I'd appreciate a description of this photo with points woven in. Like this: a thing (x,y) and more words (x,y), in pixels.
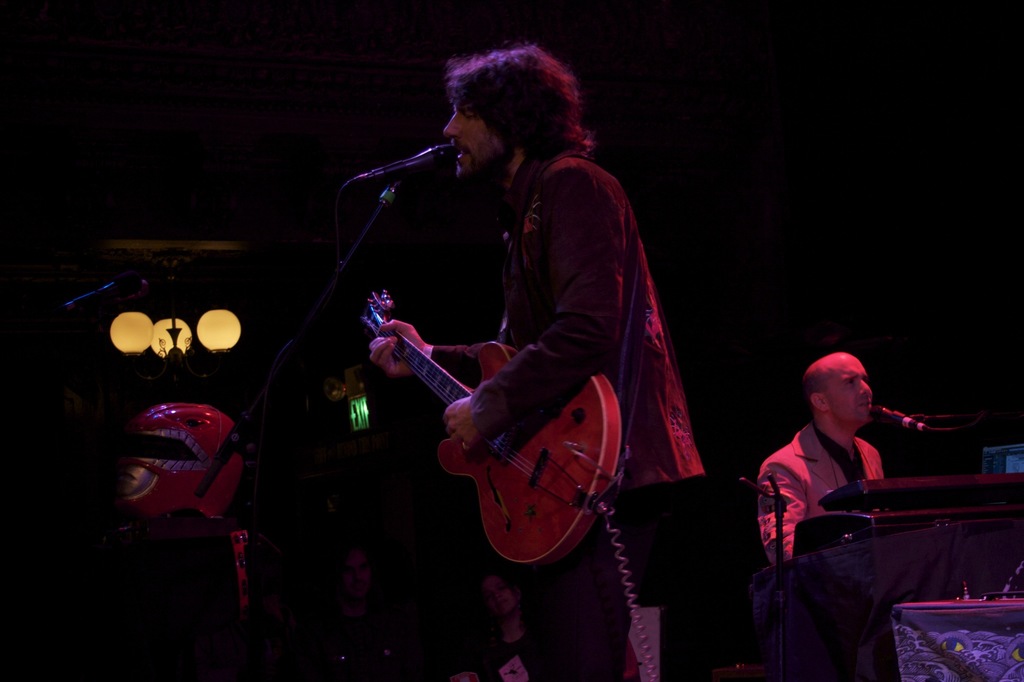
This picture shows a man (424,350) Playing a guitar (409,352) and singing with the help of a microphone (434,151).
